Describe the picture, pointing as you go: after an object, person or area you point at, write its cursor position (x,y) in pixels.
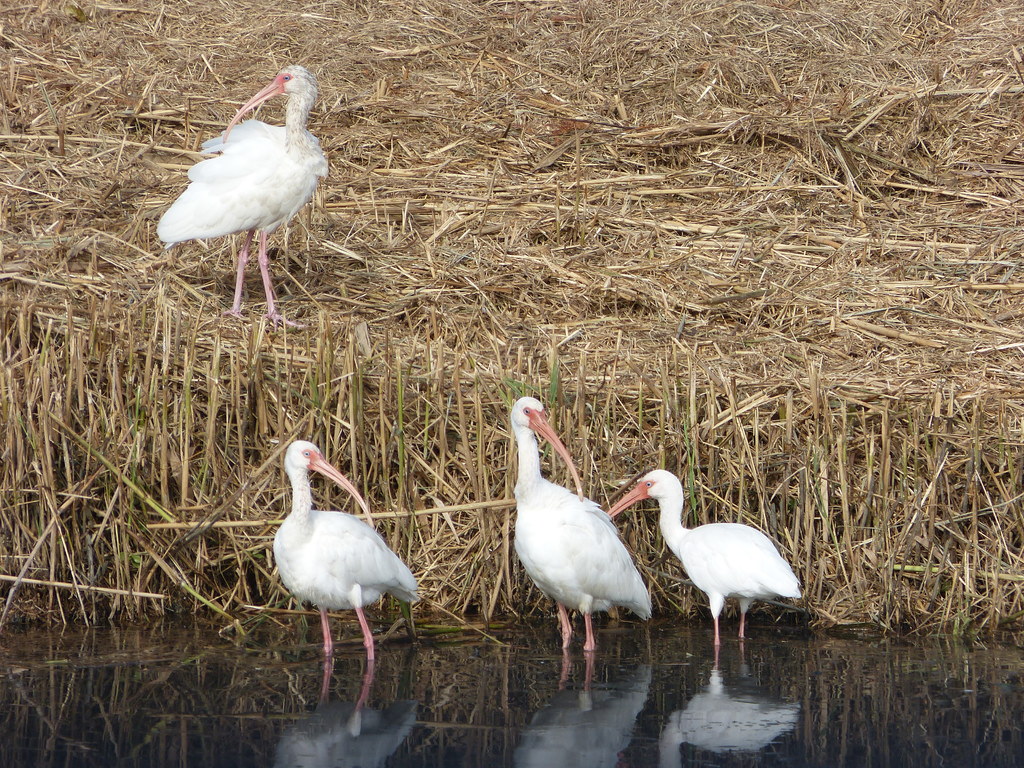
In this image in the front (543,579) there are birds (389,578) standing in the water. In the background (518,347) there is dry grass (434,274) and on the dry grass (453,269) there is a bird (250,206) standing.
